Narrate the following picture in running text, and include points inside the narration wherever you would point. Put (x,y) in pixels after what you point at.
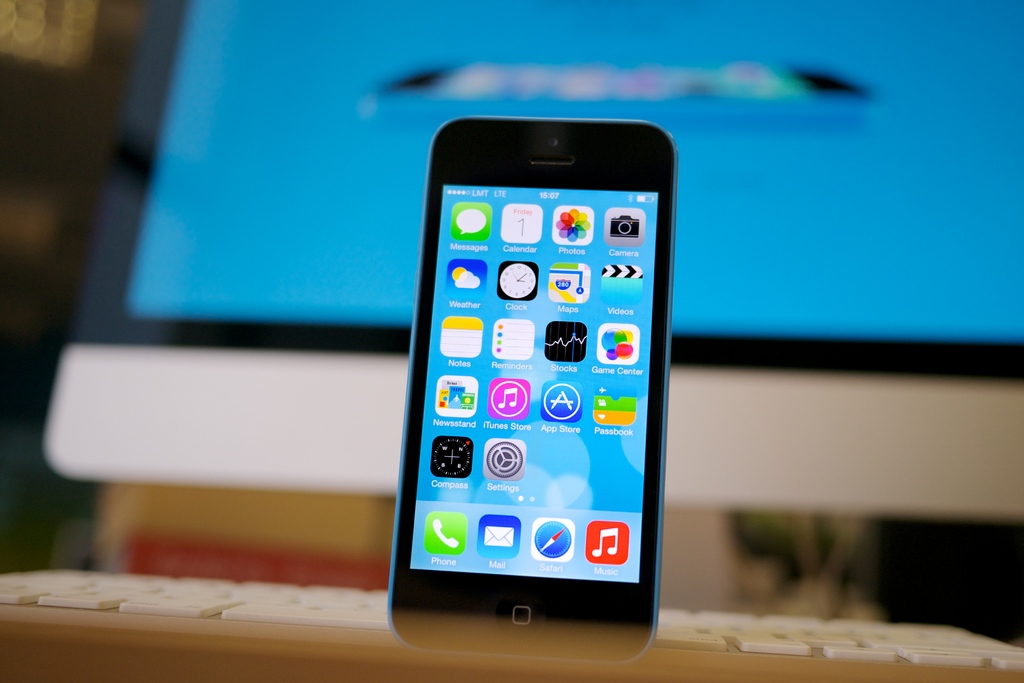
In this picture I can see mobile (545,465) with icons (549,522). And I can see the keyboard (301,605) and personal computer (286,379).
